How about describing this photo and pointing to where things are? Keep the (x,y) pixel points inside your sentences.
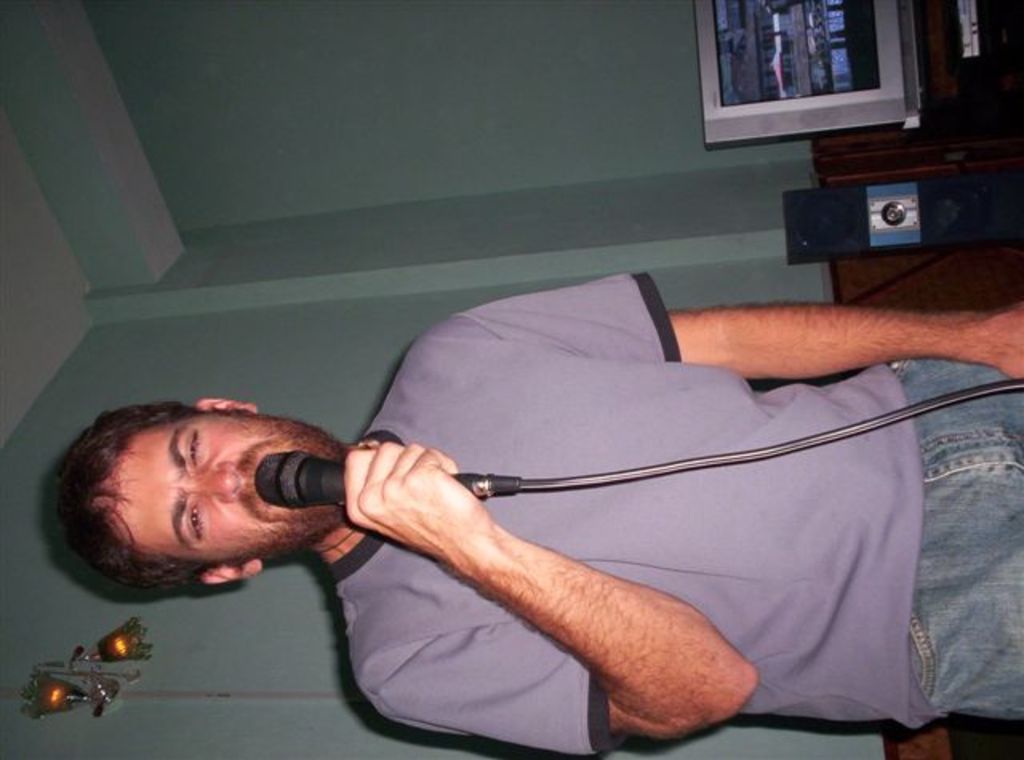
In this image we can see a person (745,553) wearing purple color shirt (812,524) is holding a mic (286,497) in his hands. In the background (848,236) we can see lights (93,653), television (839,58) and speakers (889,217).
